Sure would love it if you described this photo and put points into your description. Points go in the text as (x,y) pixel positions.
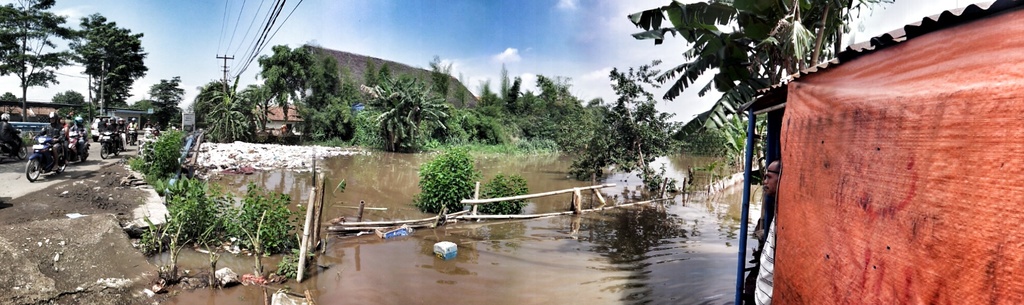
In this image we can see a lake (423,156). There are few vehicles (38,167) are moving on the road (95,150). There are many trees (212,87) and plants (254,107) in the image. There is a blue and cloudy sky (436,35) in the image. There are few houses (296,123) in the image.
